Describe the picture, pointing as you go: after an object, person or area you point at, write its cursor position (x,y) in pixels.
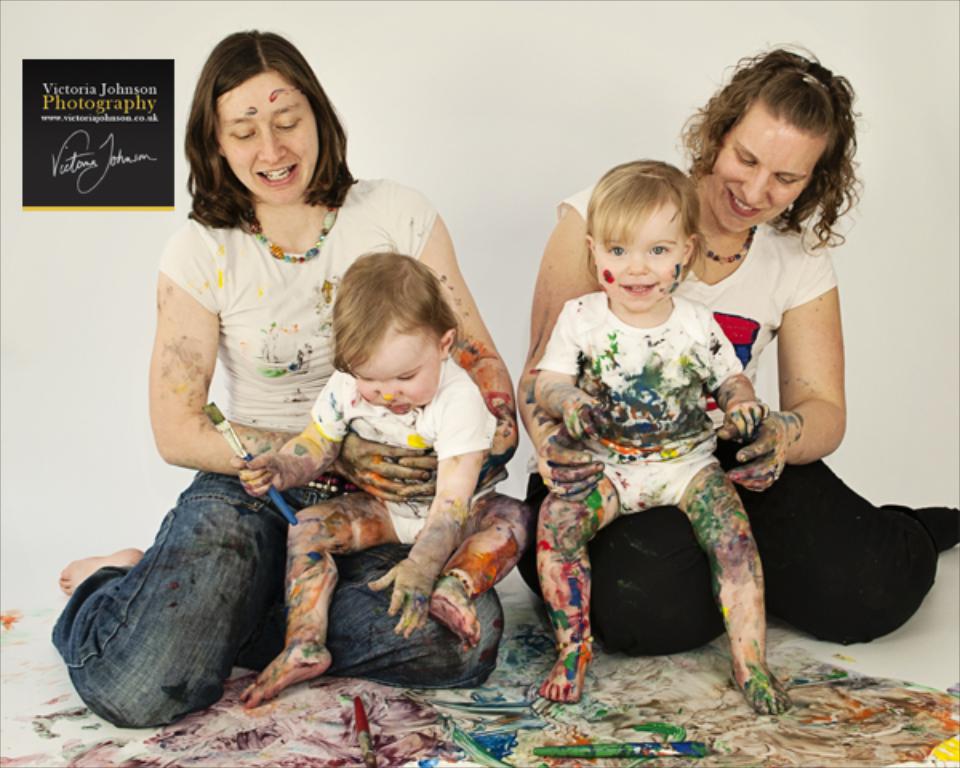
In this picture I can see 2 women (447,280) and I see that both of them are holding babies (422,299). I can also see that they're smiling. I can see the floor (531,698) which is colorful and I see 2 paint brushes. I can also see that the left baby (346,428) is holding a brush (224,434). I see that it is white color in the background (887,187). On the top left corner of this picture (102,94) I see something is written.
